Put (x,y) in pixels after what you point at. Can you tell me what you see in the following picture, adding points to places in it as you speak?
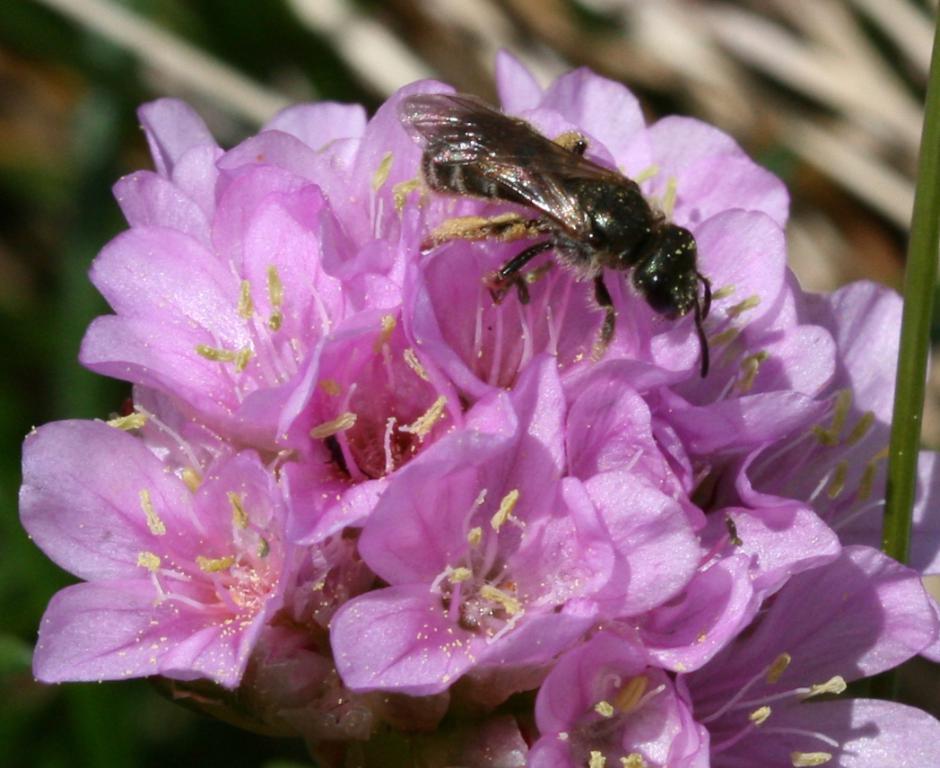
In this image there are a bunch of flowers (624,591), there is an insect (562,216) on the flower (625,297), the background of the image (304,37) is blurred.
